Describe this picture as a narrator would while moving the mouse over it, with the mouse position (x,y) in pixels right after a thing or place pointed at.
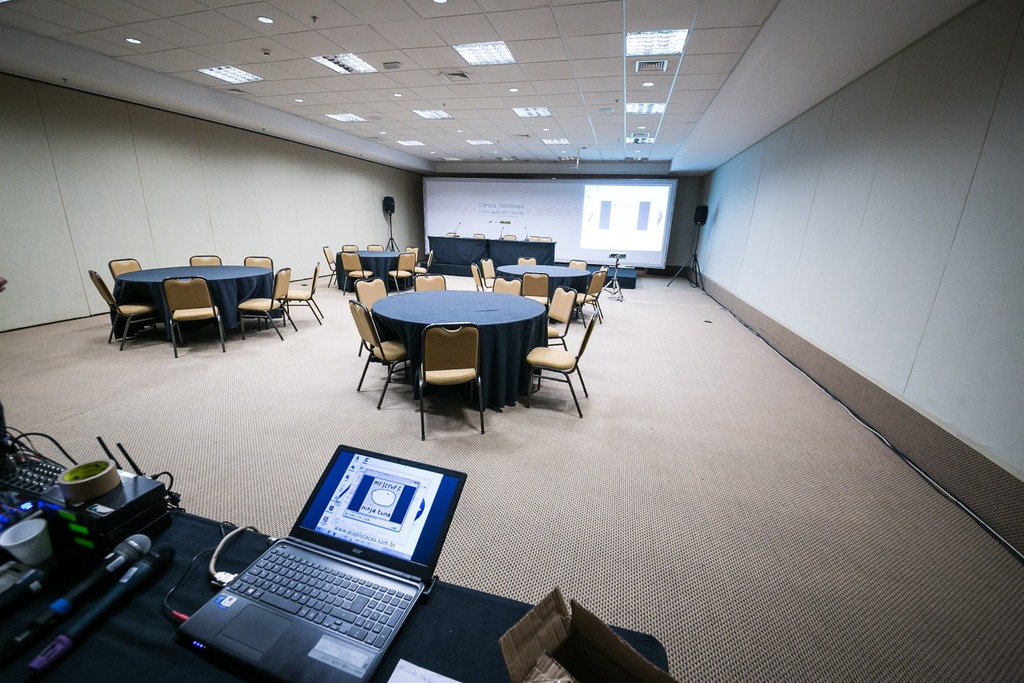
This image is clicked inside a conference hall (152,131), there is table (252,535) in the front (279,562) with laptop (315,620), wifi router (110,514), mic (146,567) and cup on it and in front (447,366) there are many chairs (373,335) around the tables (407,308) and in the back (464,202) there is a screen (584,204) and above there are lights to the ceiling (493,85).
